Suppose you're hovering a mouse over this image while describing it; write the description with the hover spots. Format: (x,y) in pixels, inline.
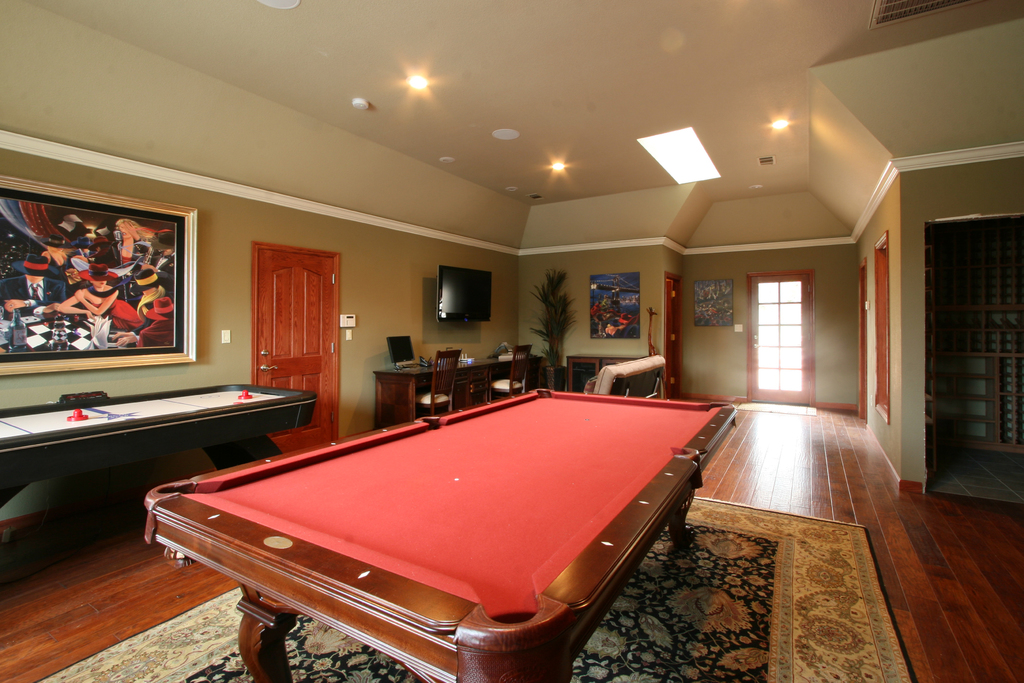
In this picture we can see snooker board (420,524) and beside one more air hockey table (120,422) is there. This is a complete room (507,348) which contains chairs (425,401) tables (479,366) and we have one potted plant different types of photo frames (623,299) to the wall (206,310).
